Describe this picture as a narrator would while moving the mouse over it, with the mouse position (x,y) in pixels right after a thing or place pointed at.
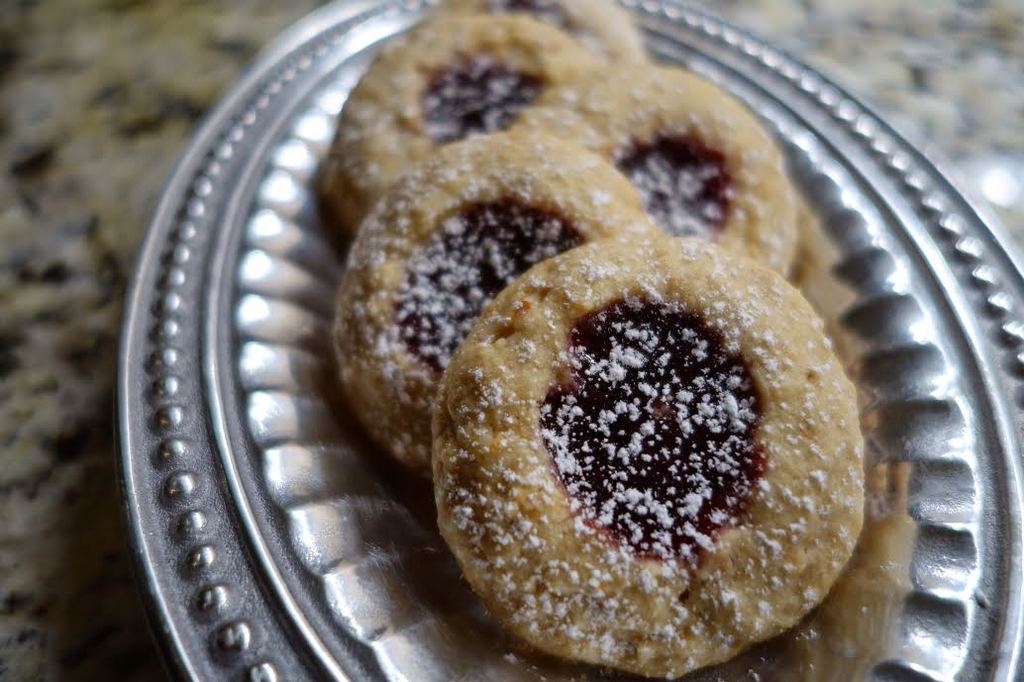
In this image I can see the food (366,371) on the plate (240,467). The food (561,310) is in brown, white and black color. And the plate (196,389) is in silver color. It is on the surface (75,196).
